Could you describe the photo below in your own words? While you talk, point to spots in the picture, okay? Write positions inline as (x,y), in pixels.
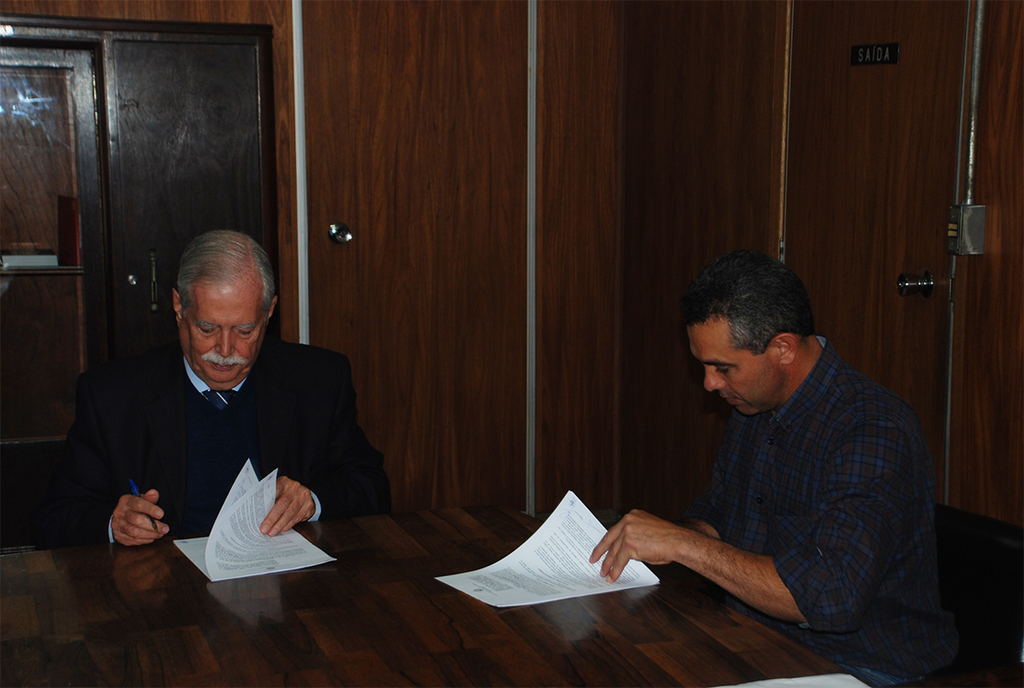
In this picture I can see 2 men (796,422) in front (91,431) and I see a table (478,536) in front of them and I see that both of them are holding papers (324,559) in their hands (308,510) and the man (234,406) on the left (140,436) is holding a pen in other hand (143,517). In the background (519,326) I see the wall (572,305) and on the right side of this picture (853,147) I see a door (896,158), on which there is a board (887,54) and I see a word (867,52) written on it.
